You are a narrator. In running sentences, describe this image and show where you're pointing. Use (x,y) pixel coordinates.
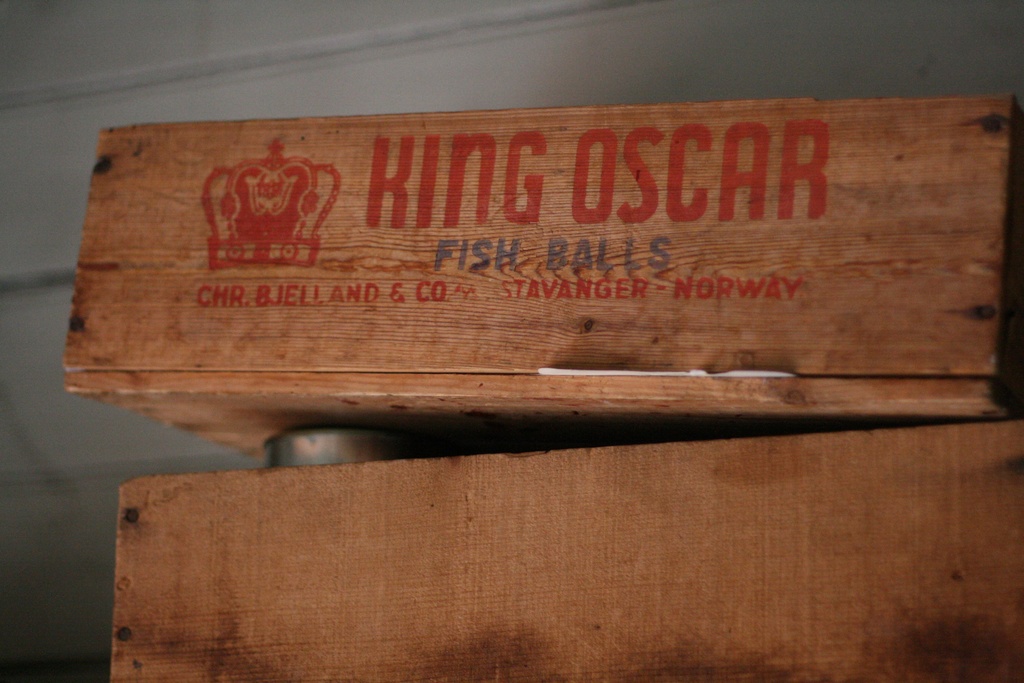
In this image the front there is a wooden Box (686,394) with some text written on it and in the background (281,82) there is a wall (372,80) which is white in colour.
